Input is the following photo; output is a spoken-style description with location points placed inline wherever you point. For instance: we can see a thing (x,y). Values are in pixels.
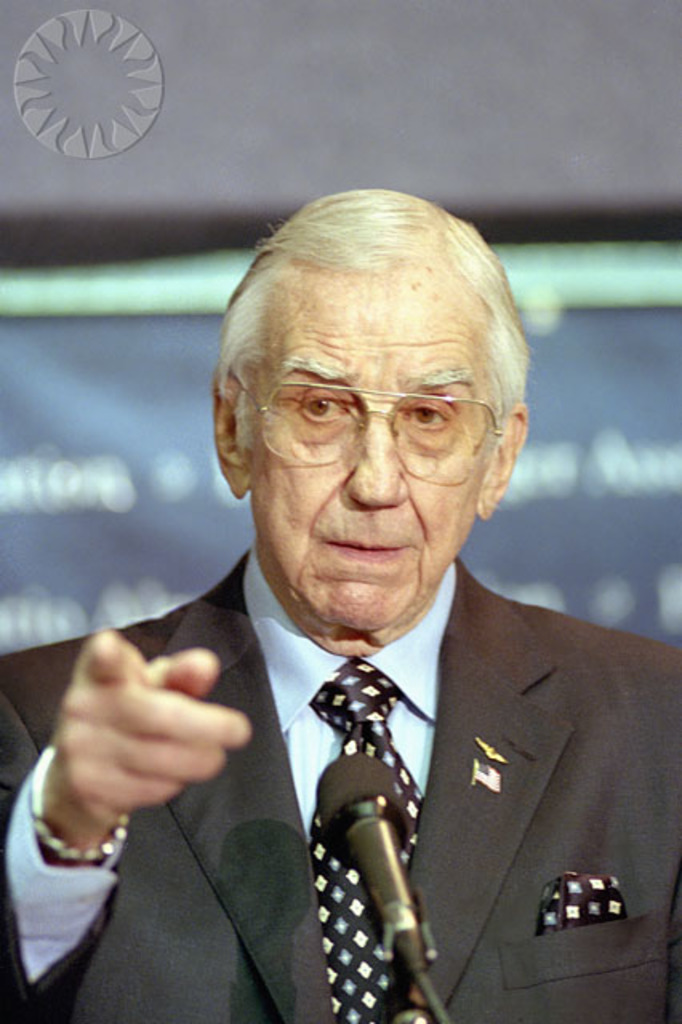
In this image we can see a man (336,674) wearing specs (352,412) and watch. In front of them there is a mic (393,901) on a stand (418,988). In the background (132,416) it is blur. Also there is a logo (100,105) in the left top corner (115,98).
